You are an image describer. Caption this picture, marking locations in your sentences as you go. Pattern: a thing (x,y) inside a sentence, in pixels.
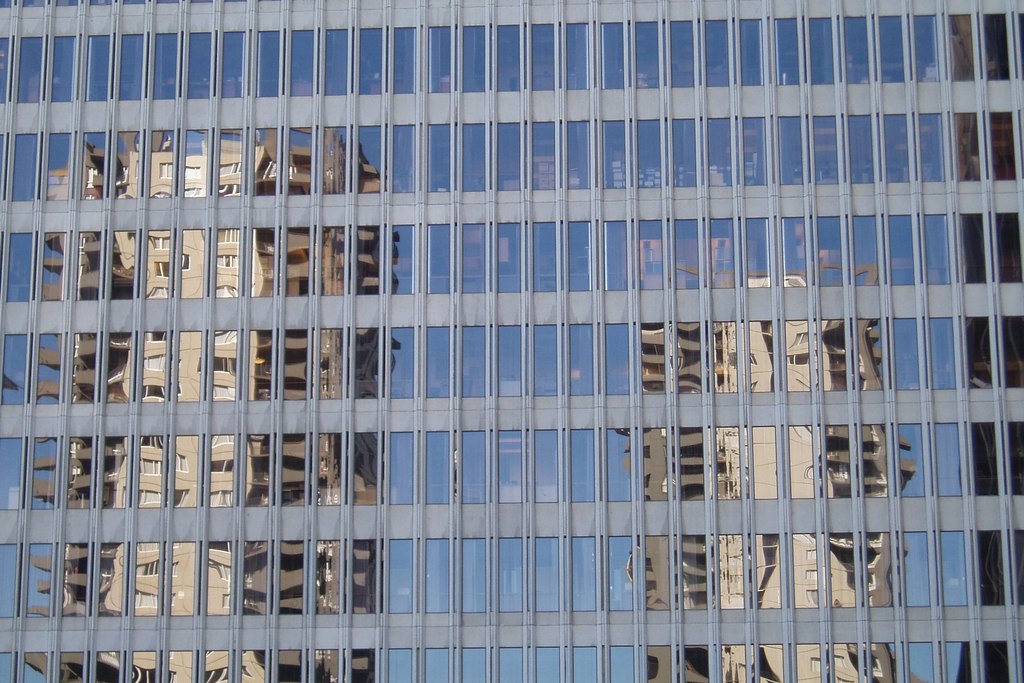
It is a building (549,282) with glasses (472,438), there is an image of buildings (364,358) in this.
